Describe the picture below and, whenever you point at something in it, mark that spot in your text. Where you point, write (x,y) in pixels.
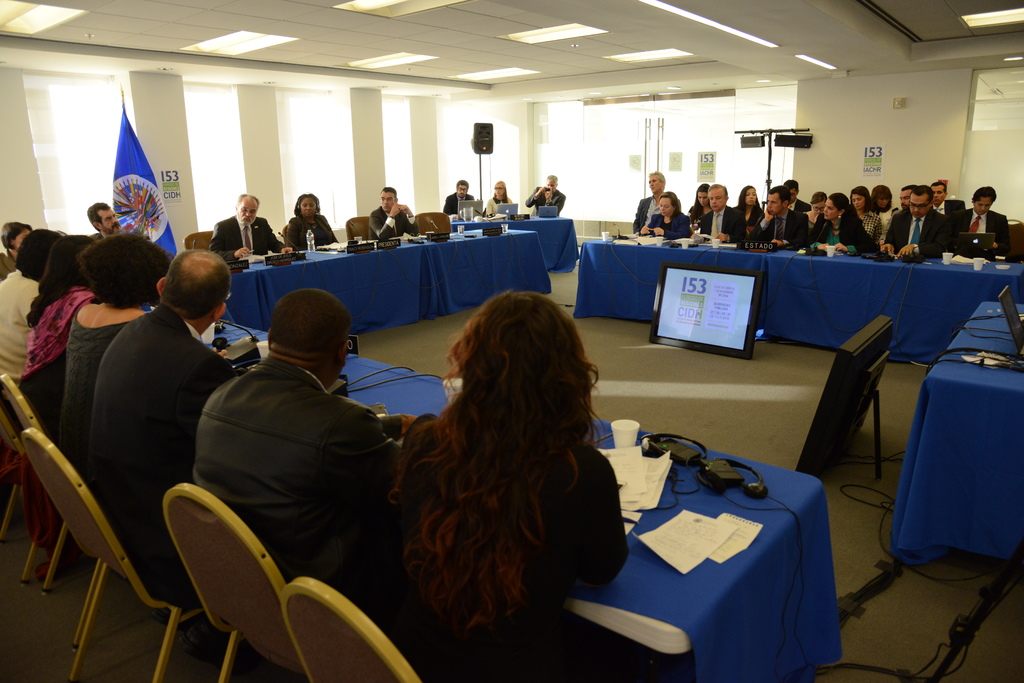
In this image, I can see groups of people (944,245) sitting on the chairs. In front of the people (321,319), I can see name boards (389,239), cups (980,266), papers (635,459) and few other objects (759,491) on the tables (527,254). I can see televisions (834,422) and wires (879,525) on the floor (640,349). In the background (207,180), there are windows (301,122), a glass door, speakers (477,144) to the stands (479,201), a poster (873,159) to the wall (898,134) and a flag (128,192). At the top of the image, I can see the ceiling lights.
